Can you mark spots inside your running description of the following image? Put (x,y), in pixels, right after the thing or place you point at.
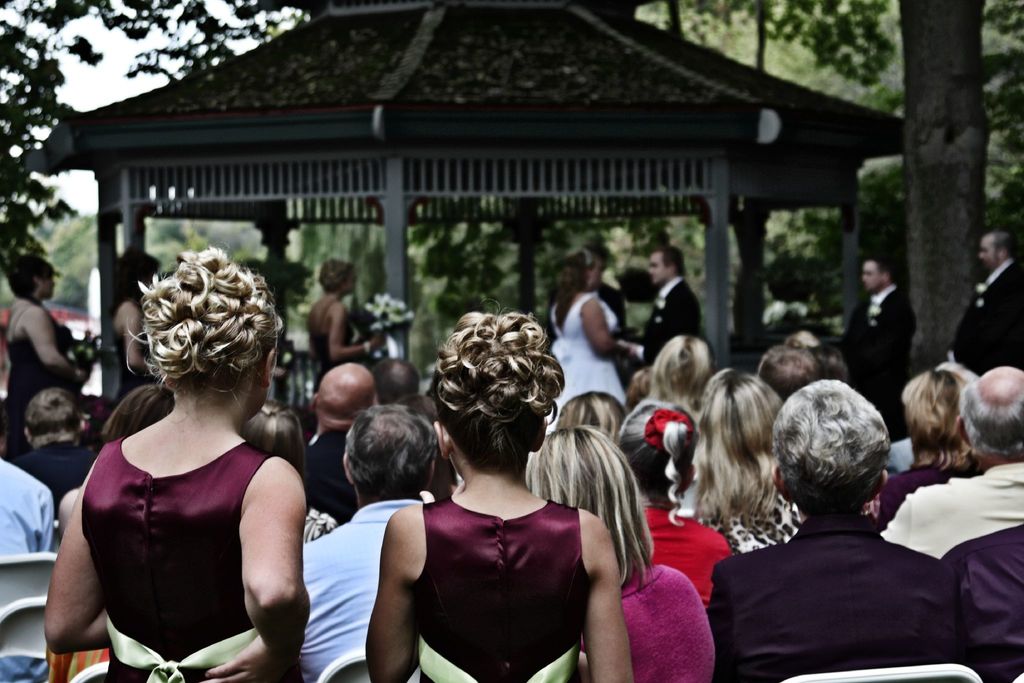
In this image, we can see a group of people (128,486). In the background (540,276), we can also see a group of people (853,317), pillars (525,228), hut (520,255), trees (628,244). At the top (92,82), we can see a sky (109,100).
